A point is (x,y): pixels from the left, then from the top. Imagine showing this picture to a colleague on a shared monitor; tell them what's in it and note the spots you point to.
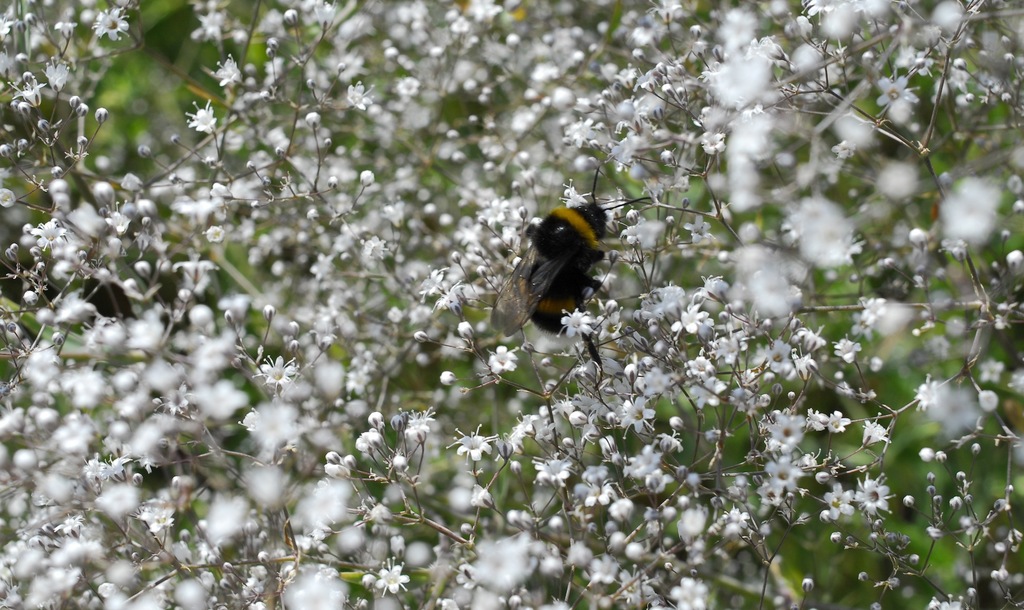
In the center of the image (582,210) there is a insect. There are many flowers (578,559).
